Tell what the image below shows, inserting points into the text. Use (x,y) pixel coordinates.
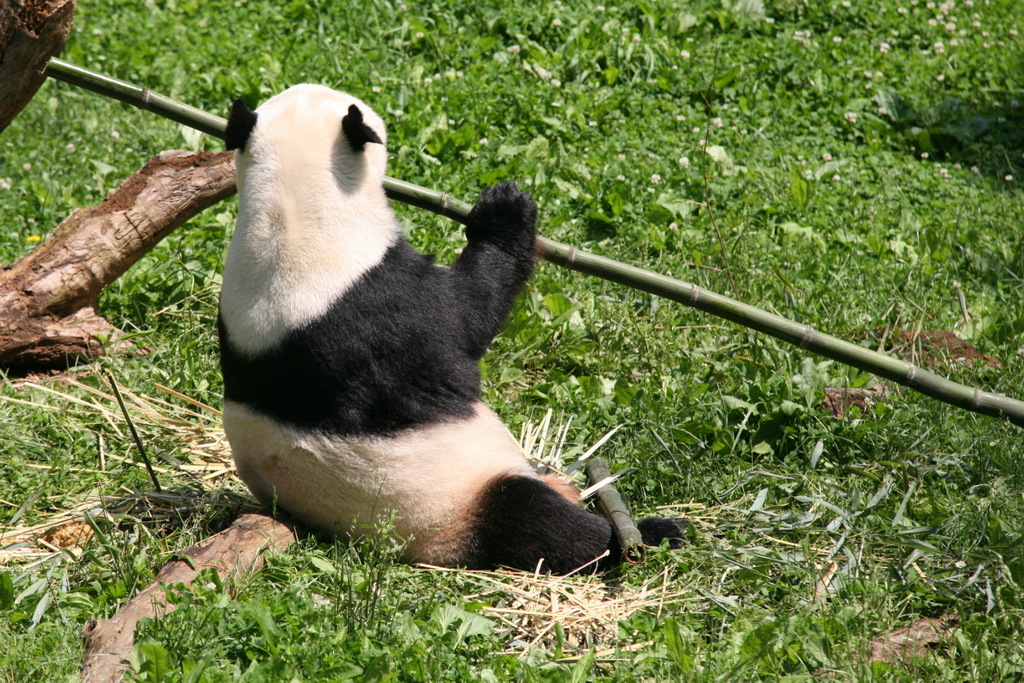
In the center of the image (651,269) there is a panda (498,187) holding a bamboo stick (1018,409). At the bottom of the image (654,622) there is grass (486,626). To the left side of the image (11,78) there is tree bark (25,60).
